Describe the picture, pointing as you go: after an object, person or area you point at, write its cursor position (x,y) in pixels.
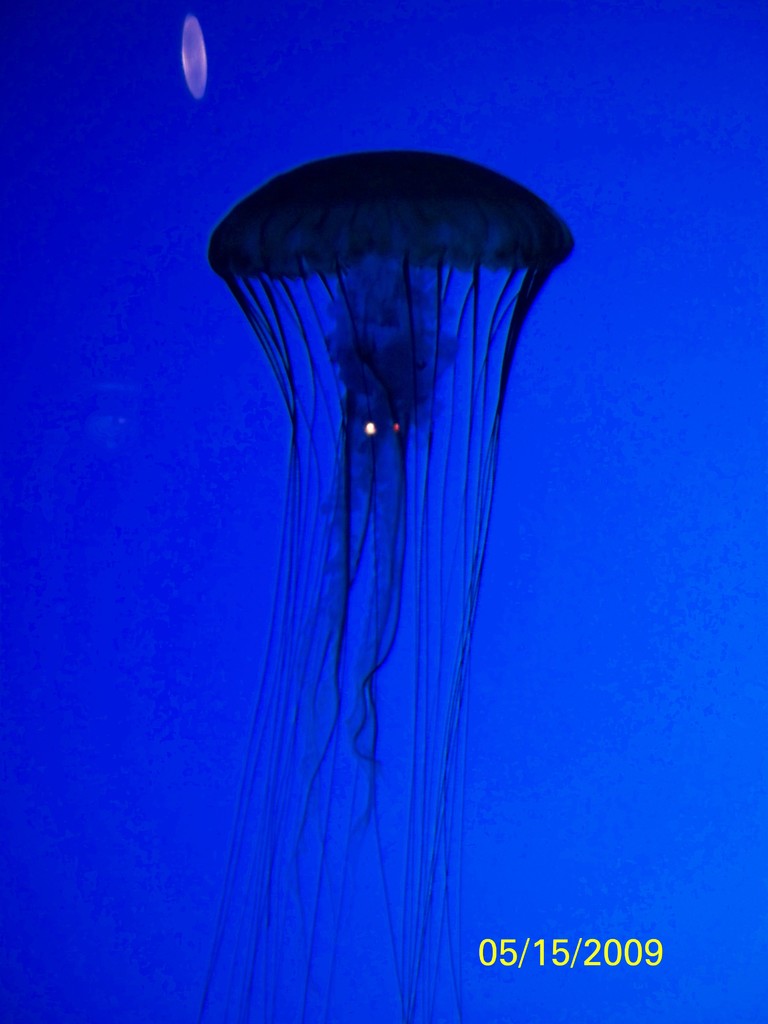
Here we can see jellyfish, background (605,725) it is in blue color. Bottom of the image (563,956) we can see date (560,959).
